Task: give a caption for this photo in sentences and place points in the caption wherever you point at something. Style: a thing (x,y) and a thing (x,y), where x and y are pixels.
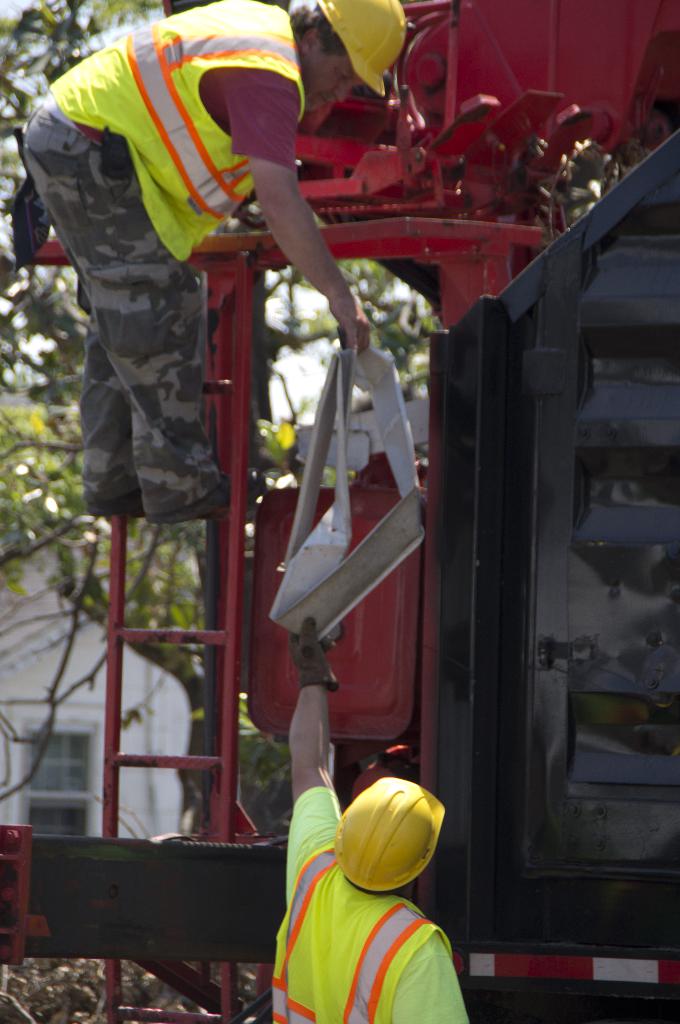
In this picture we can observe two men (332,892) wearing yellow color helmets (362,35) on their heads (365,14). One of the men (160,268) is on the red color ladder (196,762) and the other is on the land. In the background (29,487) we can observe a house (43,681) and some trees (26,335).
